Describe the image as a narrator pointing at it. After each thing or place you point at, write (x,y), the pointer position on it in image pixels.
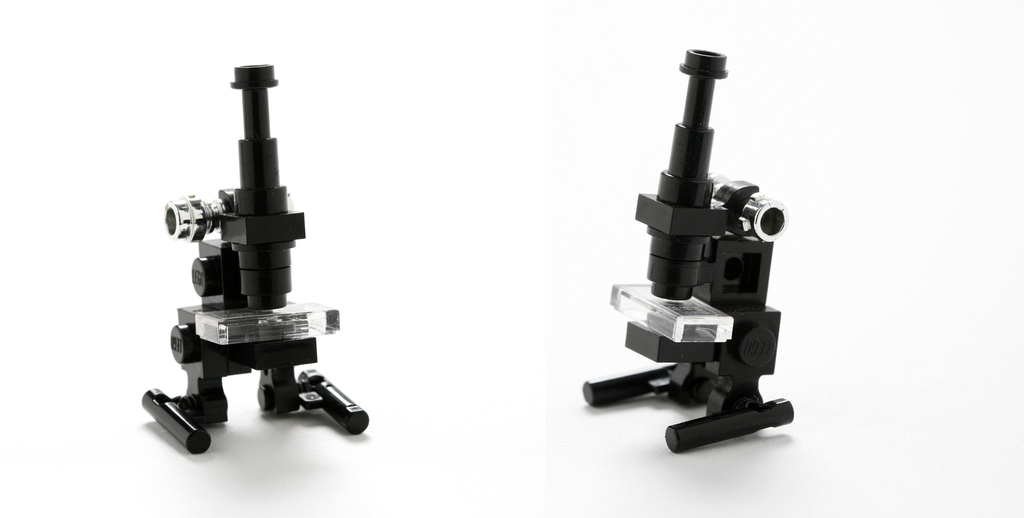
In this image we can see microscopes (693,272). In the background (684,7) it is white.
